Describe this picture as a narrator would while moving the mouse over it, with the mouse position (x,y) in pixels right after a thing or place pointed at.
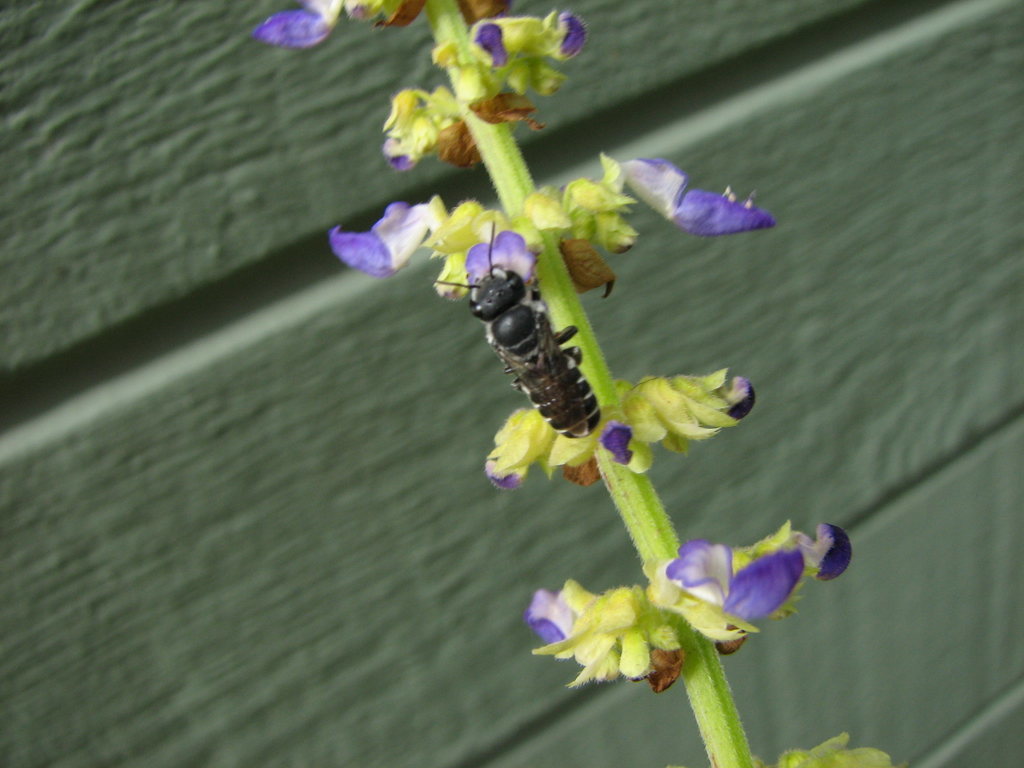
In this image I can see a plant (526,235), on which there are flowers (464,242) and bee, behind the plant (452,268) where is the wall (266,541) visible.
